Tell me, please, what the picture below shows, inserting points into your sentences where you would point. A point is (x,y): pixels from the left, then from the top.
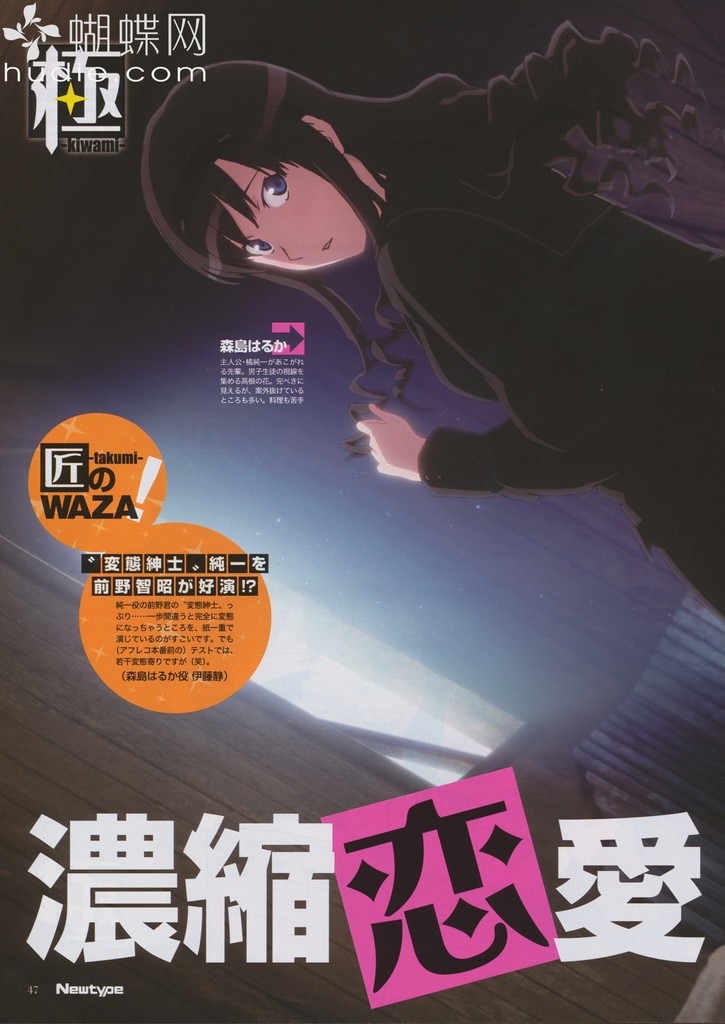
This might be a poster in this image there is an animation (603,359) of one woman (607,351) and text (66,450), and in the background (250,434) there is some rays of light (309,608).
